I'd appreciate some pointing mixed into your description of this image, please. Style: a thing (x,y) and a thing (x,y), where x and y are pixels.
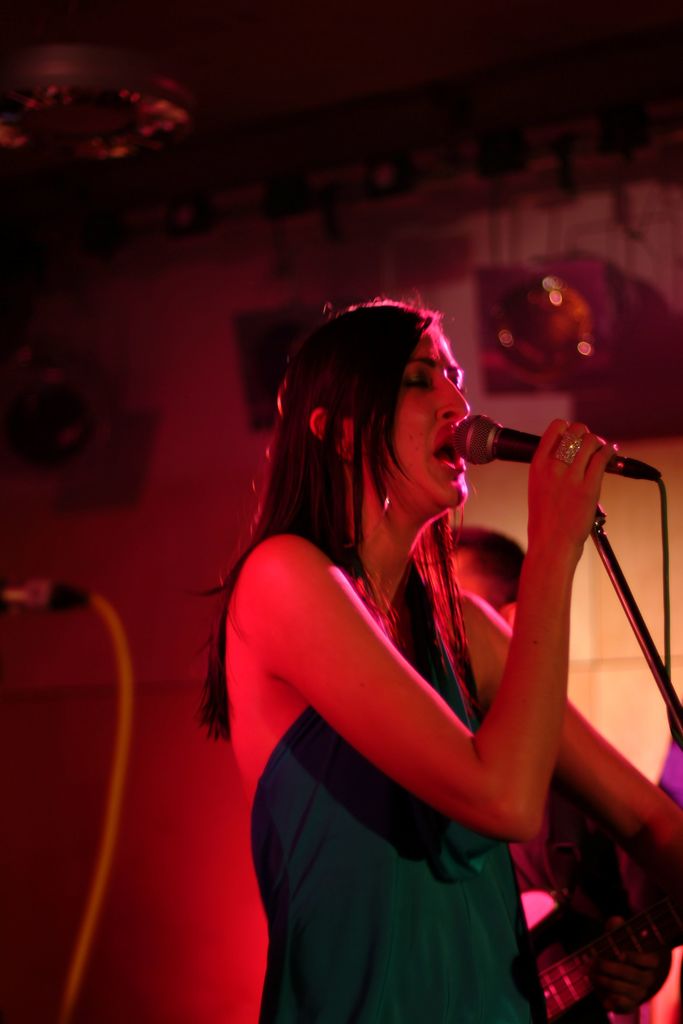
There is a woman (558,747) holding microphone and singing in it.
